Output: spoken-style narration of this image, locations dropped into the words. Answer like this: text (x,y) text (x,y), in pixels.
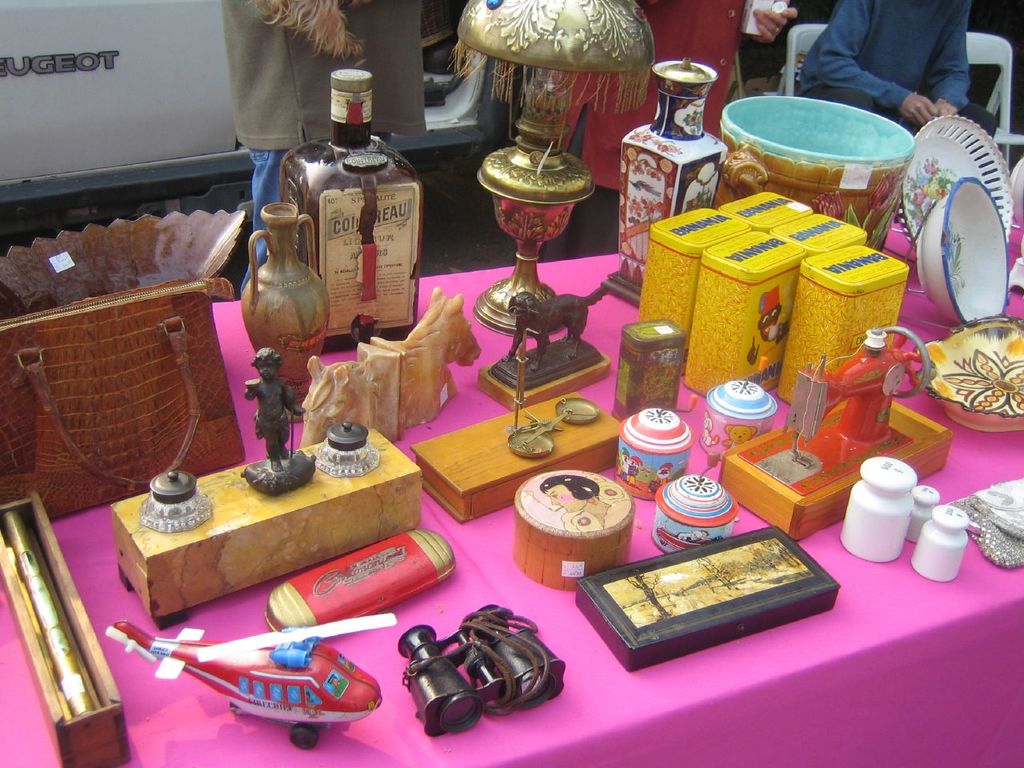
In this image we can see group of toys (63,651) like helicopter (321,678), binoculars (513,664), sewing machine (853,390), some containers (713,277) and a table lamp (607,84) and couple of bottles (355,326) are placed on the table (812,539). In the background (243,115) we can see group of people (244,102) standing. One person (934,21) wearing blue shirt (869,72) is sitting on a chair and a vehicle (225,106) parked on the ground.
